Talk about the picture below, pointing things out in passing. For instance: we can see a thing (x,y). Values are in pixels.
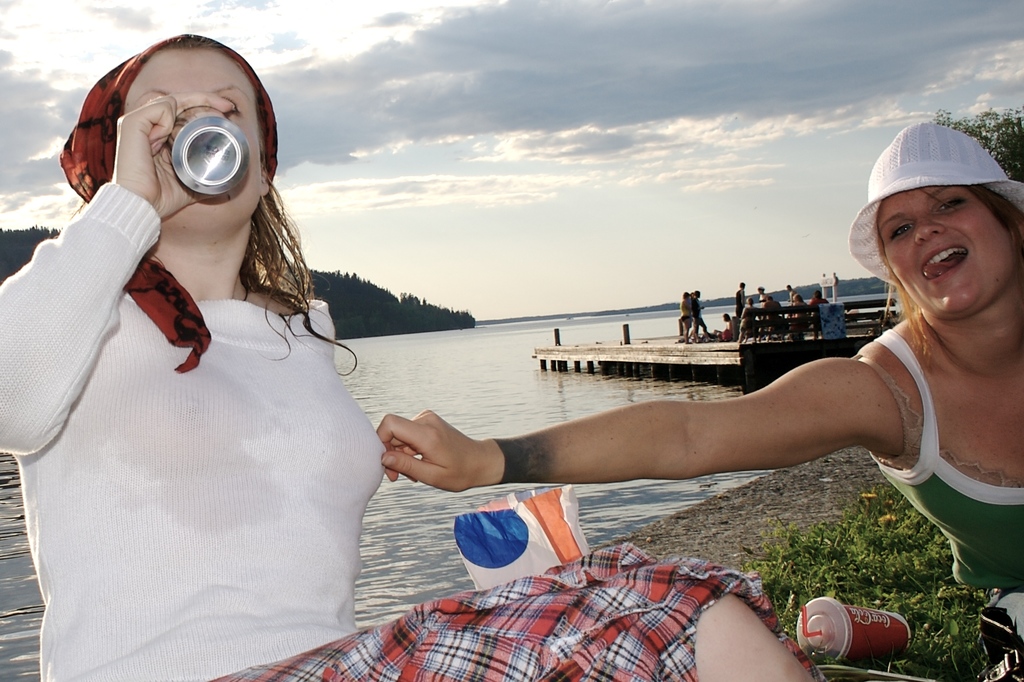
In this image we can see two women (221,269) sitting on the grass (922,605). In that a woman (343,388) is drinking a coke (189,149). We can also see a coke tin (898,633) and a cover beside them. On the backside (725,328) we can see a group of people (759,290) standing on the bridge (693,349). We can also see a water body (531,387), trees (430,323) on the hill (418,320) and the sky (540,250) which looks cloudy.
